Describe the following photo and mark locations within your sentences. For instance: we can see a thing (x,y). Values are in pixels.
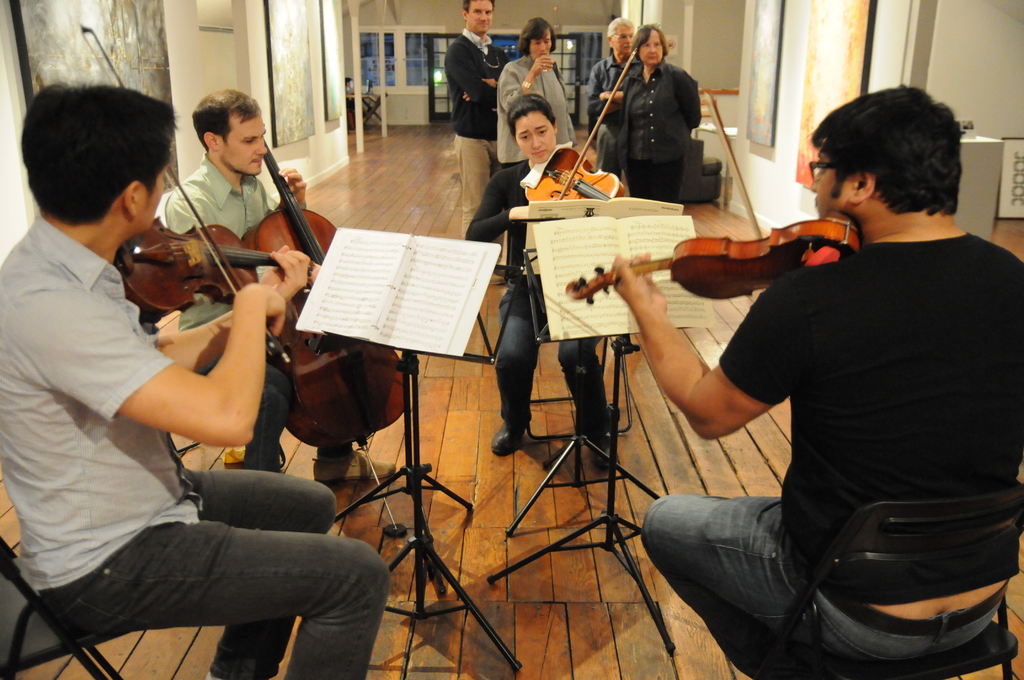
In this image I see 3 men (752,620) and a woman (528,366) who are holding the musical instruments (190,266) and there are stands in front of them and there are books (690,235) on it. In the background (186,94) i see the wall (19,88), few arts (98,36) on it and 4 people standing over here.
